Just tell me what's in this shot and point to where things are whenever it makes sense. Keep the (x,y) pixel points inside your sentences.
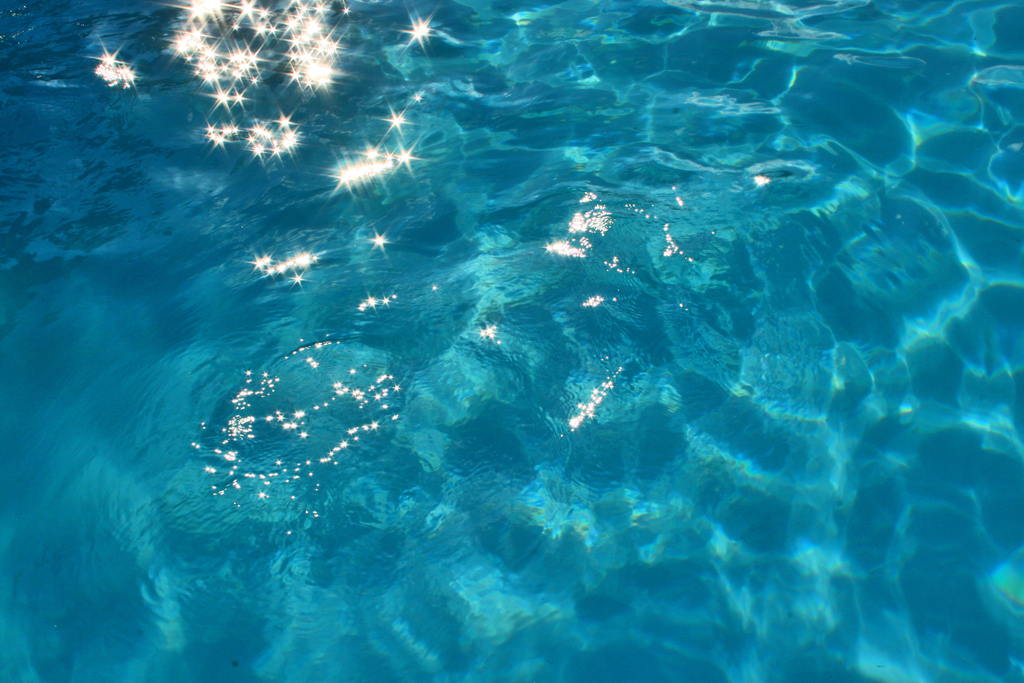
In this picture we can see water (424,267) and some white sparks (286,121).
